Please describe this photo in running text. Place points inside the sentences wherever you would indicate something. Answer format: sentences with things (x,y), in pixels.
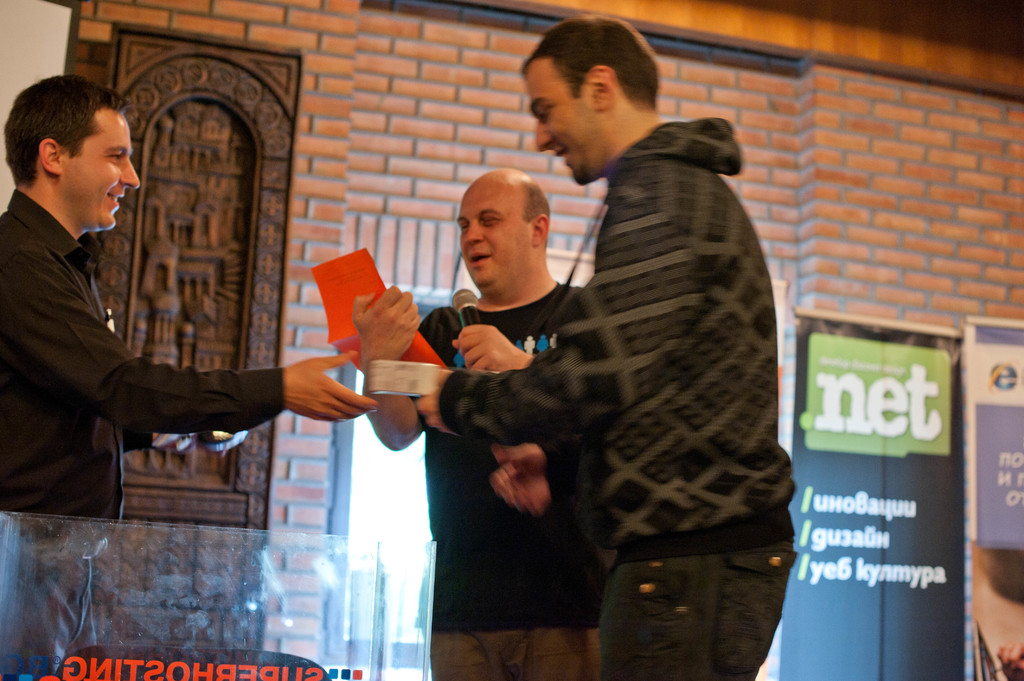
In this picture we can see three men (91,317) standing and smiling where a man (546,292) holding a mic (456,298) and a paper (417,339) with his hands (472,346), banners (929,424) and in the background (831,106) we can see the wall (352,246).
